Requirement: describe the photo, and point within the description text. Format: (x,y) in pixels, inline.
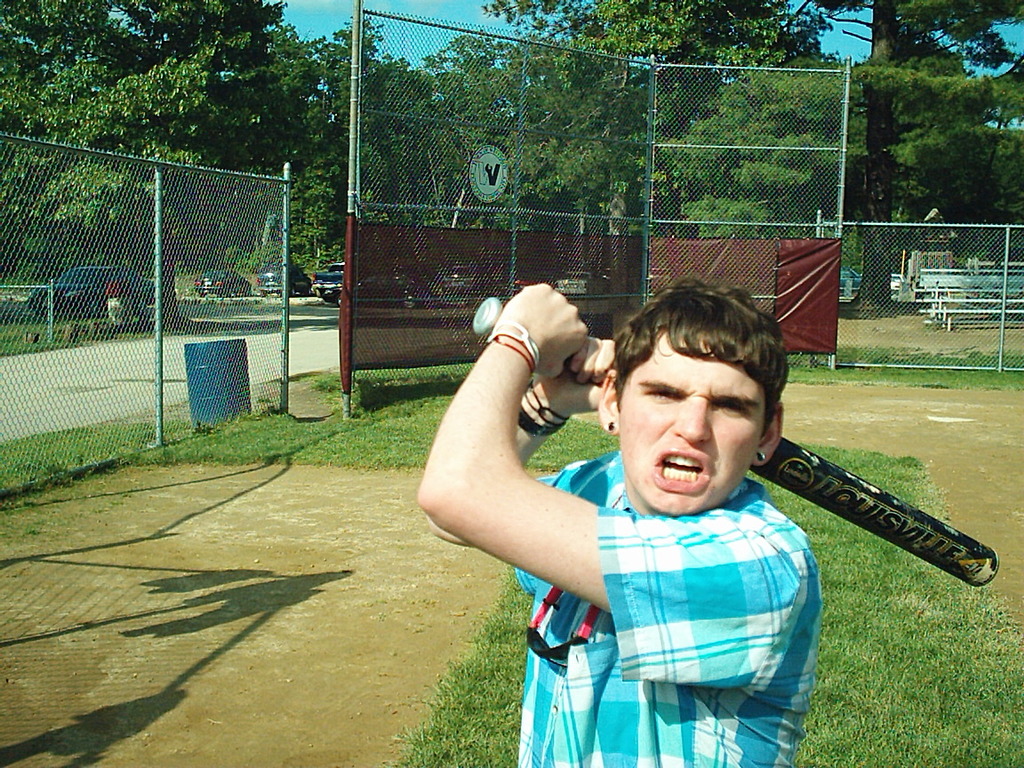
In this picture we can see a man (573,524) holding a bat (498,302) with his hands (560,343), goggles (582,641), grass (947,666), fences (343,285), drum (196,379), road (123,379), cars (103,289), trees (908,121), wooden objects (913,282) on the ground (911,331) and in the background (331,2) we can see the sky (317,14).
